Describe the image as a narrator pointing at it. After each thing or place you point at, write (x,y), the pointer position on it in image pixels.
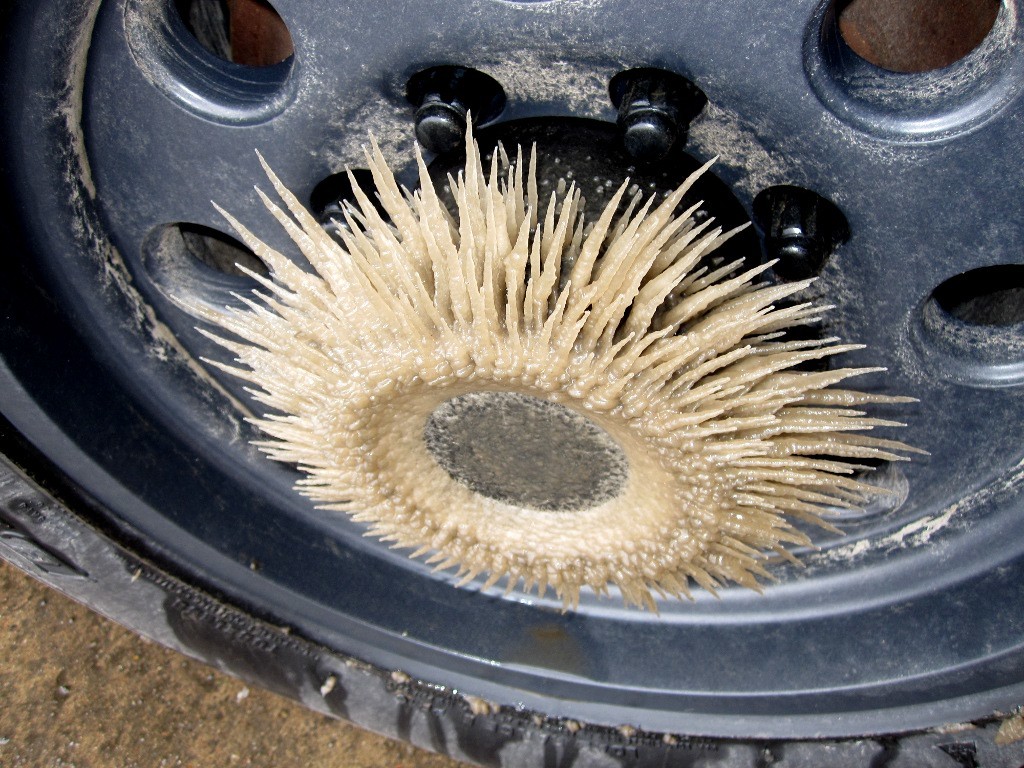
This image consists of a wheel (146,450) in black color along with the bolts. At the bottom (125,721), there is ground (225,744). In the front (615,279), we can see an object (752,446) which has sharp edges (575,317).
